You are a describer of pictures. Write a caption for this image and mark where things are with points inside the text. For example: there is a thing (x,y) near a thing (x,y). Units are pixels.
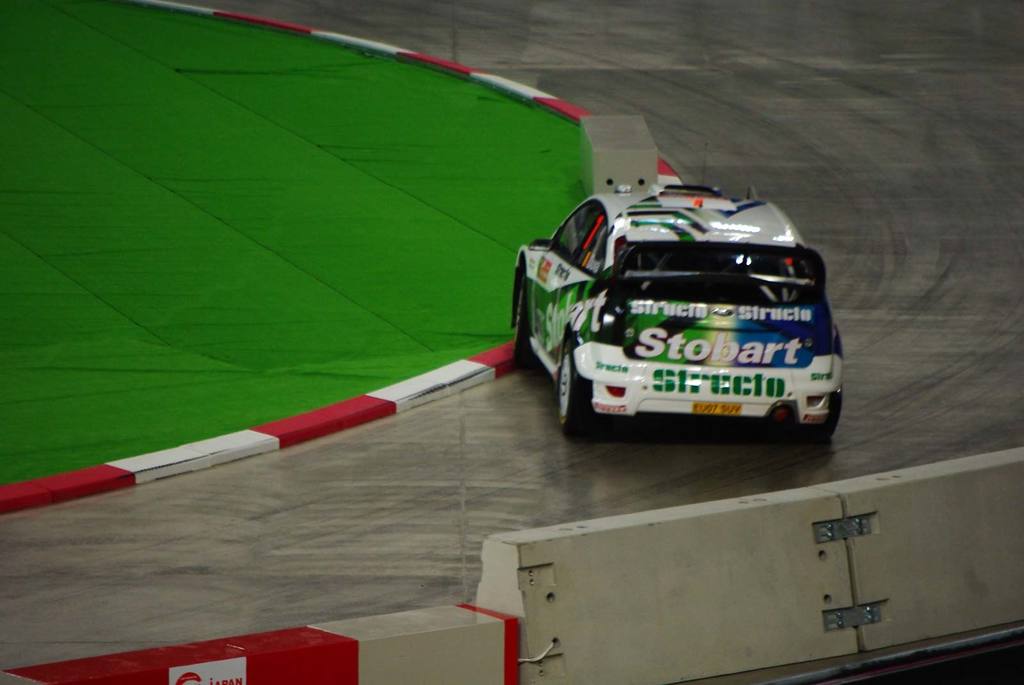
In the foreground of this image (727,316), there is a car (710,342) on the road (557,485). At the bottom (594,654), there is boundary (607,669). On the left (112,176), there is the grassy land (252,263).
